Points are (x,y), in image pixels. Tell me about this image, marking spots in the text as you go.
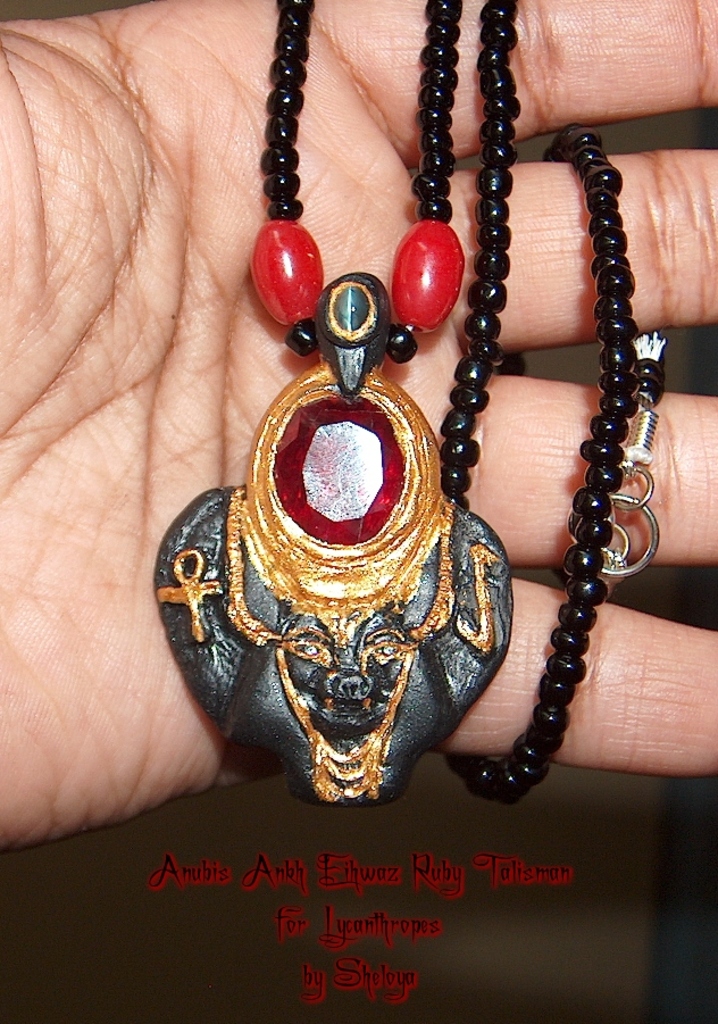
In this picture we can see a person hand (693,768) and chain (637,568) with locket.
